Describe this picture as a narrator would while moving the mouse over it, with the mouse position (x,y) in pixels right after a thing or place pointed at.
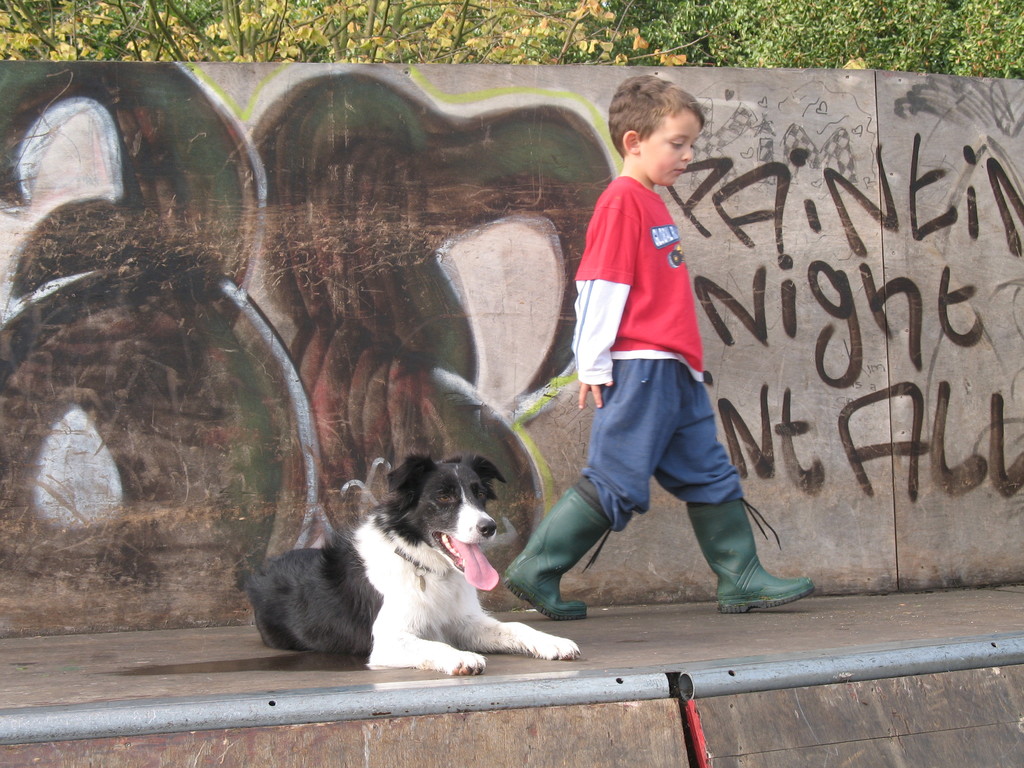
In this image there is a footpath (344,715) on that footpath (344,715) a dog (418,622) is laying and a boy (608,385) is walking, in the background (115,507) there is a wall (999,527), on that wall (758,146) there is painting (328,260) and text (867,283) and there are trees (754,24).
